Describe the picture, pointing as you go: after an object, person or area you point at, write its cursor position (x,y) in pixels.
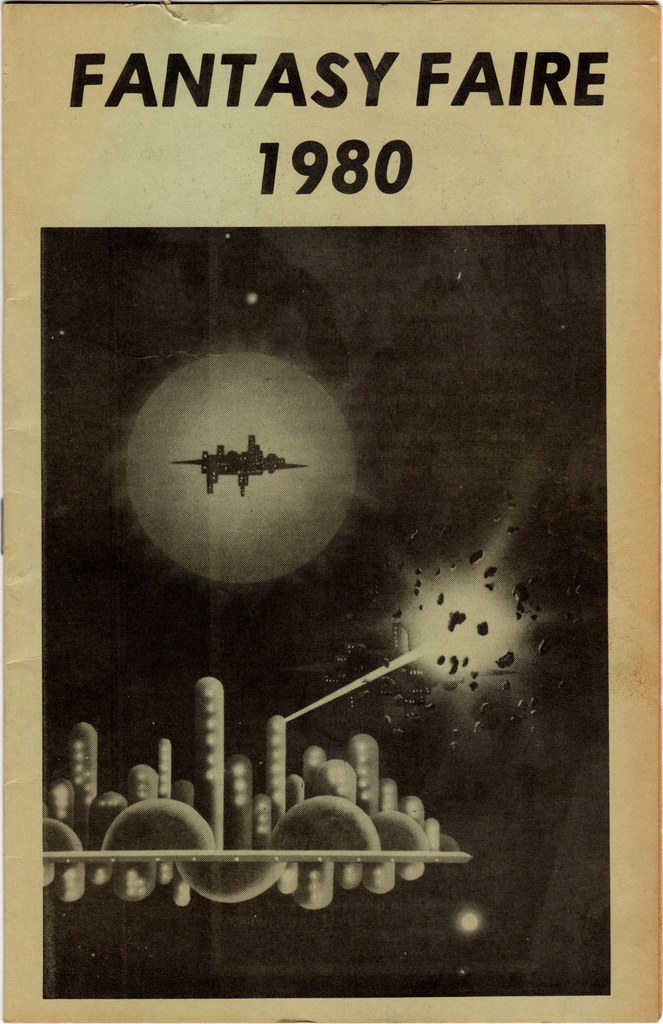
There is a poster (322,626) having a text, numbers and an image (264,248). In the image (403,505), there are animated objects (341,414).
